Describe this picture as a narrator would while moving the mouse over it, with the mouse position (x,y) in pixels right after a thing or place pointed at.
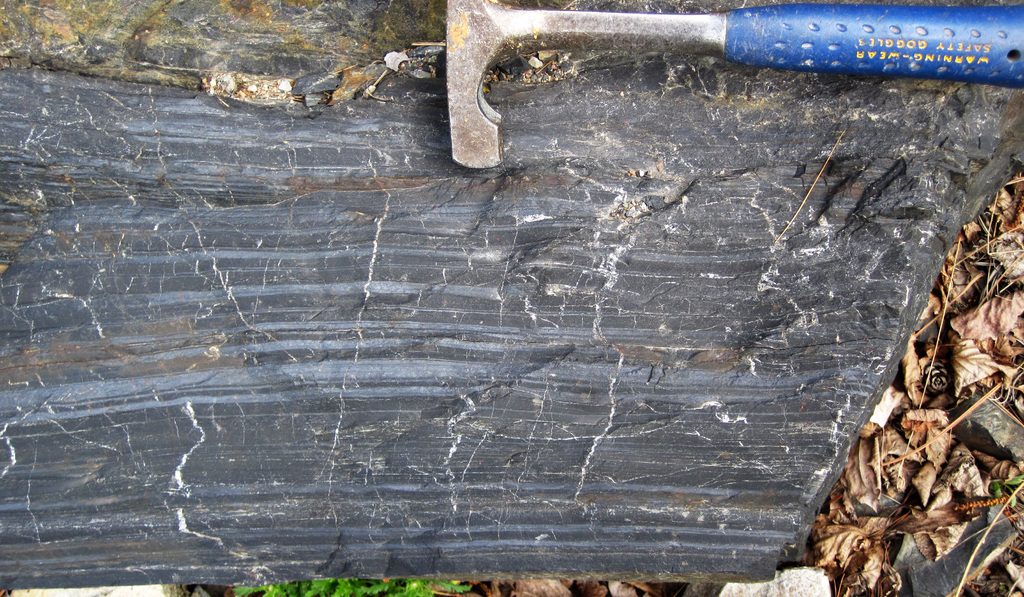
In this image, I can see a hammer (882,71) on a rock (358,472). On the right of the image (891,469), there are dried leaves (925,522).
